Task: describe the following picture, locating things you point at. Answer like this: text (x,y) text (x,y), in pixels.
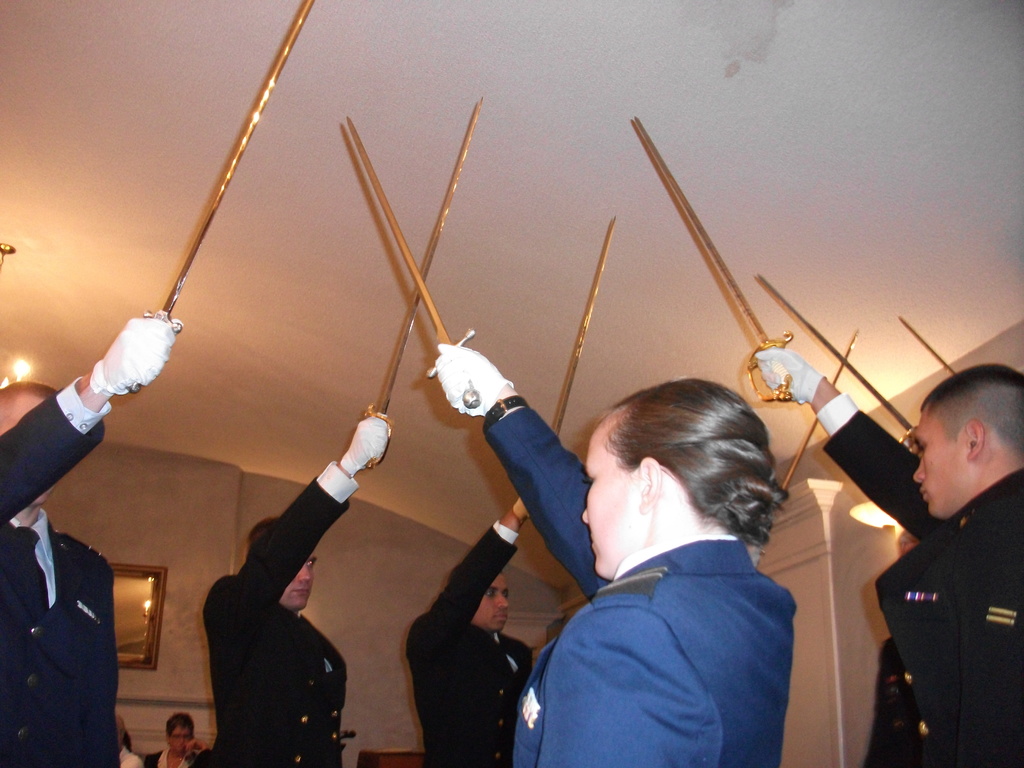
In this image I can see few persons (641,587) wearing uniforms (588,663) are standing and holding gold colored objects (473,407) in their hands (459,379). In the background (179,498) I can see the wall (236,479), the ceiling (325,295), few lights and another person (189,718).
